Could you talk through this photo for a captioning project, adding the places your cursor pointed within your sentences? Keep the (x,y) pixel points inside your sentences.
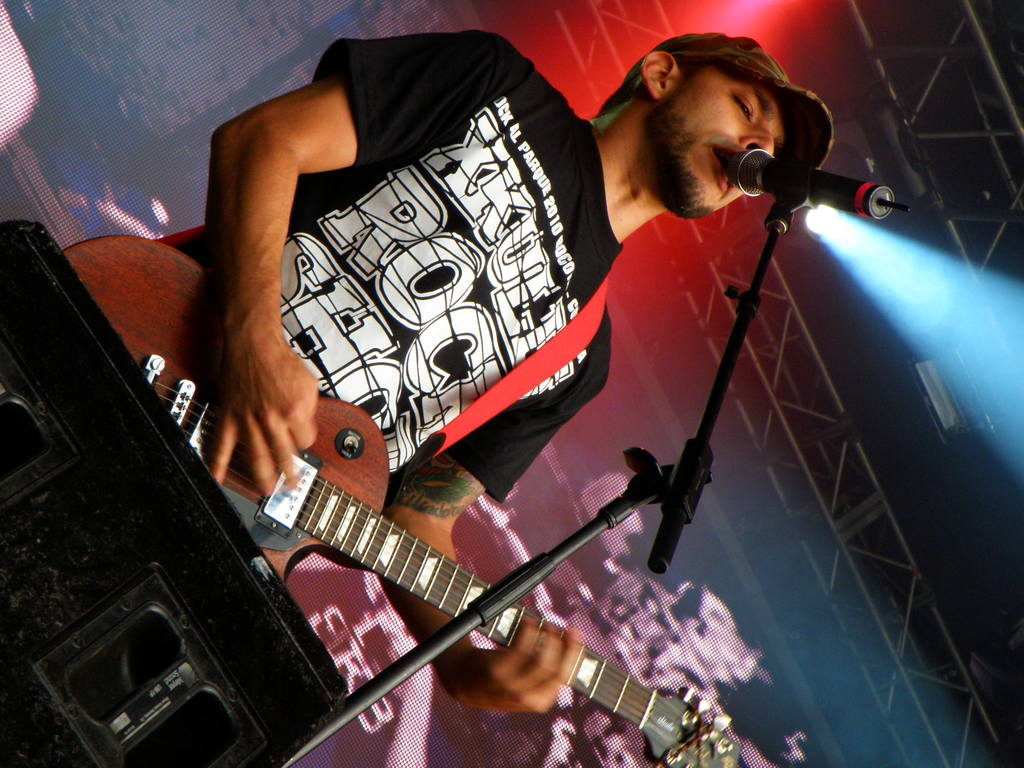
This picture is of inside. On the left (339,247) there is a man (475,200) wearing black color t-shirt (573,222), standing, playing guitar (461,608) and singing. We can see a microphone (811,198) attached to the stand (657,546). In the background (886,251) we can see the metal rods (861,515) and a focusing light (843,229).
